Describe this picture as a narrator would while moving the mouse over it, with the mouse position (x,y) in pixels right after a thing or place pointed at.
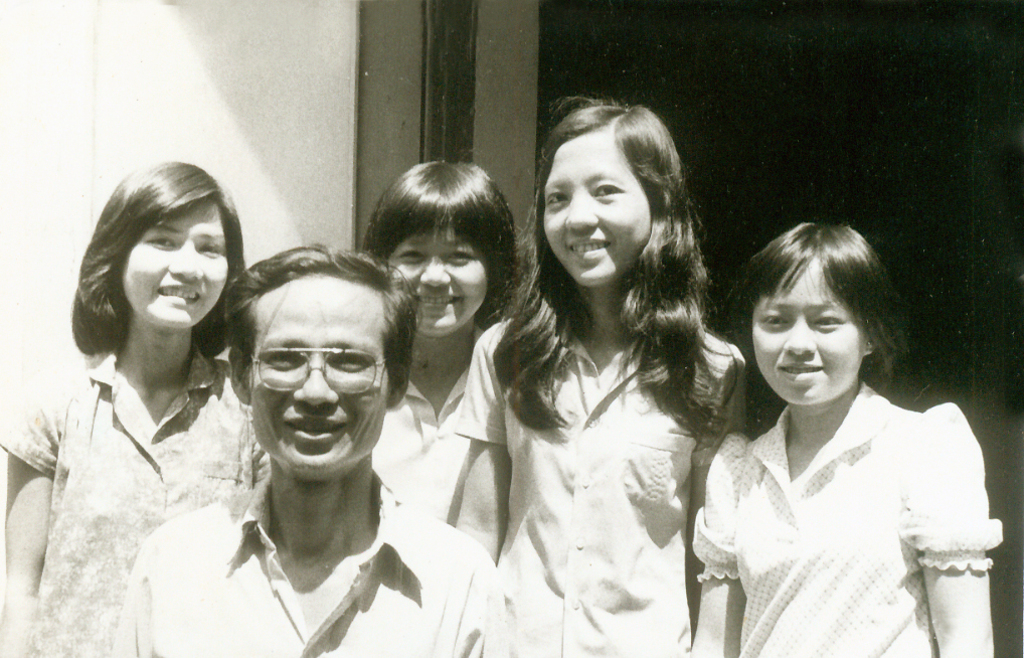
This is a black and white image. I can see a group of people (334,387) standing and smiling. In the background (161,79), there is a wall (527,61).
